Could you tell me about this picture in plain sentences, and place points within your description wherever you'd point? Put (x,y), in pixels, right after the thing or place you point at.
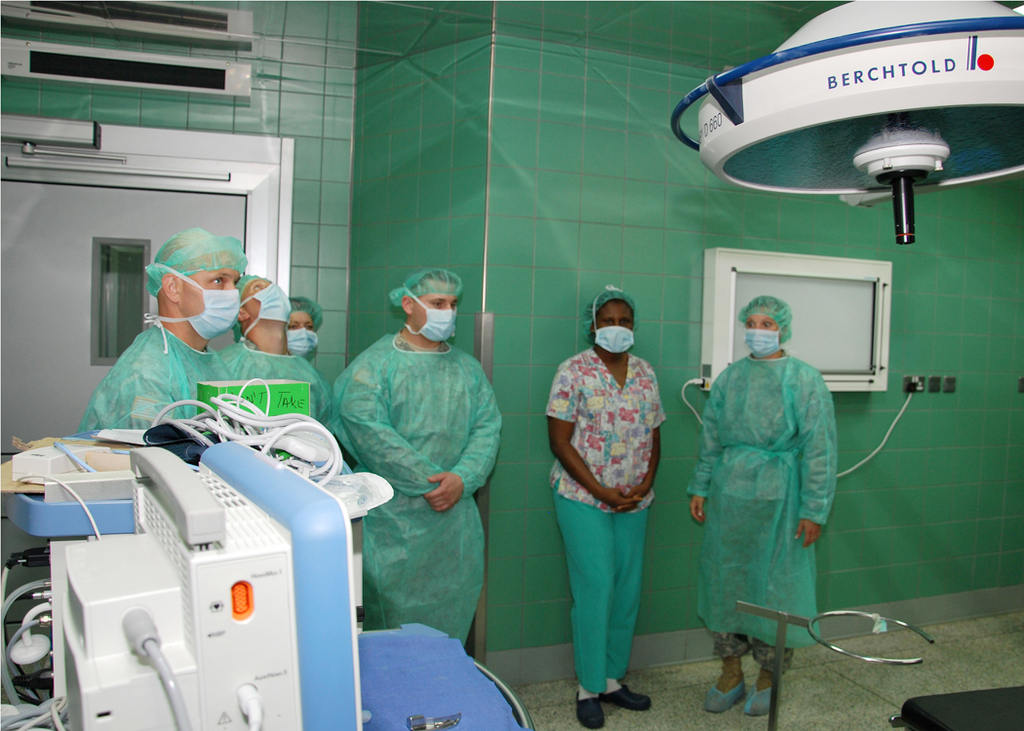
In this picture I can observe some people (375,392) standing in the room (241,137). They are wearing green color dresses (442,410) and masks (225,316) on their faces (225,313). On the left side (267,524) I can observe an equipment (144,590). In the background (486,204) there is a wall (726,218) which is in green color.
